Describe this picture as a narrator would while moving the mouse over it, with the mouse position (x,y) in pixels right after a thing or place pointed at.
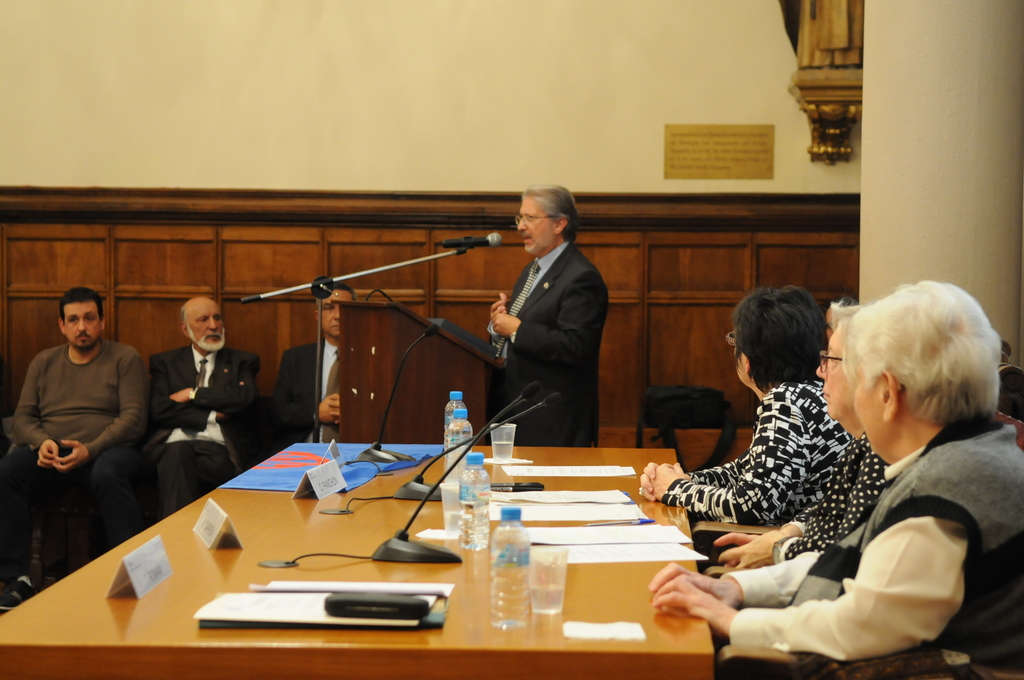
In the image there are few men (208,488) and women (776,446) sitting around table (479,561) with papers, water bottles (475,518), cups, mic (433,489) on it and in the back (500,408) there is man (516,312) standing in front of dais (357,412) and talking on mic (318,356) and behind it there is wall (274,99).
